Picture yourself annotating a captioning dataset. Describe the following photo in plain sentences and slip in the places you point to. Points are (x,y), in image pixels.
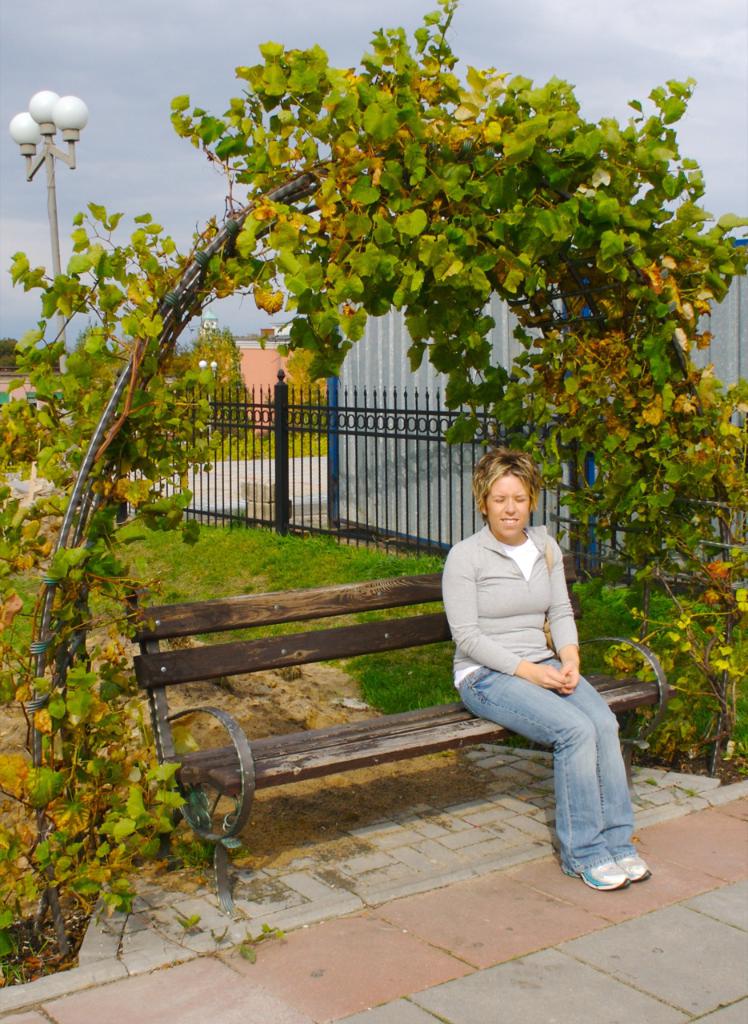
In this image, There is a floor (625,953) which is in grey and pink color and there is a chair (283,643) which is in brown color, There is a woman (536,614) sitting on the chair (418,636), There are some plants (612,275) which are in green color, In the background (433,476) there are some fences (317,425) in black color and there is a street light (51,140) in white color and there is a sky (233,40) which is in white color.
